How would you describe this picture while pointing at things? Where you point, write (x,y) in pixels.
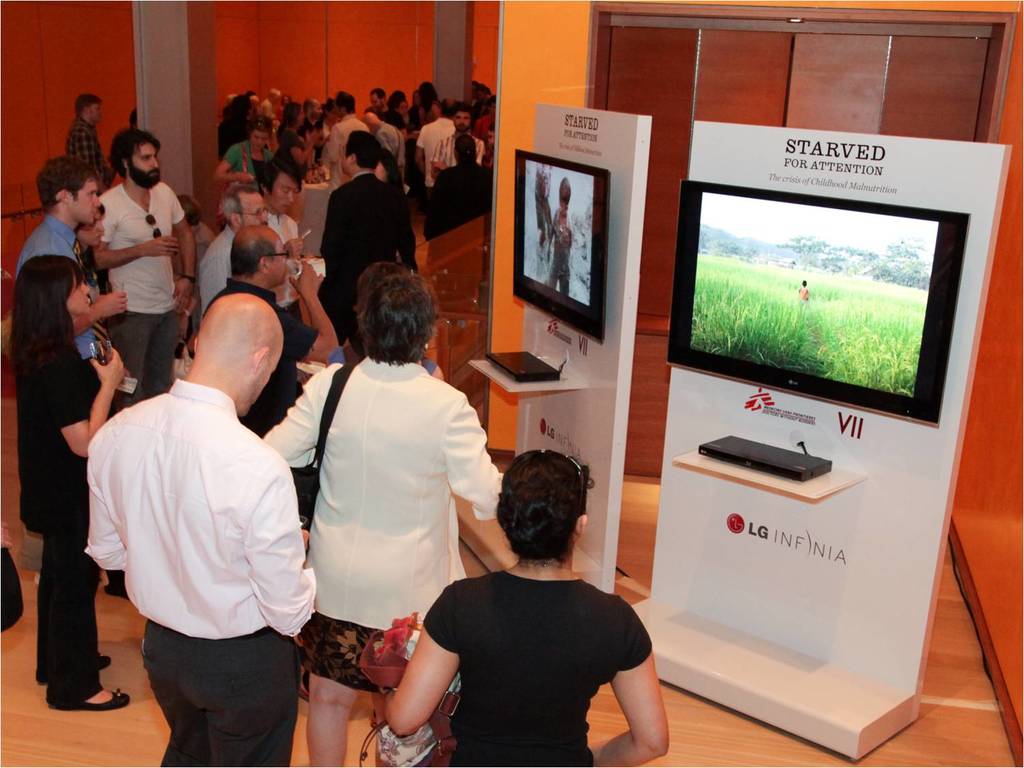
In this image we can see a group of persons (450,498) and among them few people (227,437) are holding objects (391,644). On the right side (788,511), we can see the boards (711,380). On the boards (546,384) we can see the electronic gadgets (749,380). Behind the persons (414,97) we can see the wall (504,284) and pillars (456,50).
